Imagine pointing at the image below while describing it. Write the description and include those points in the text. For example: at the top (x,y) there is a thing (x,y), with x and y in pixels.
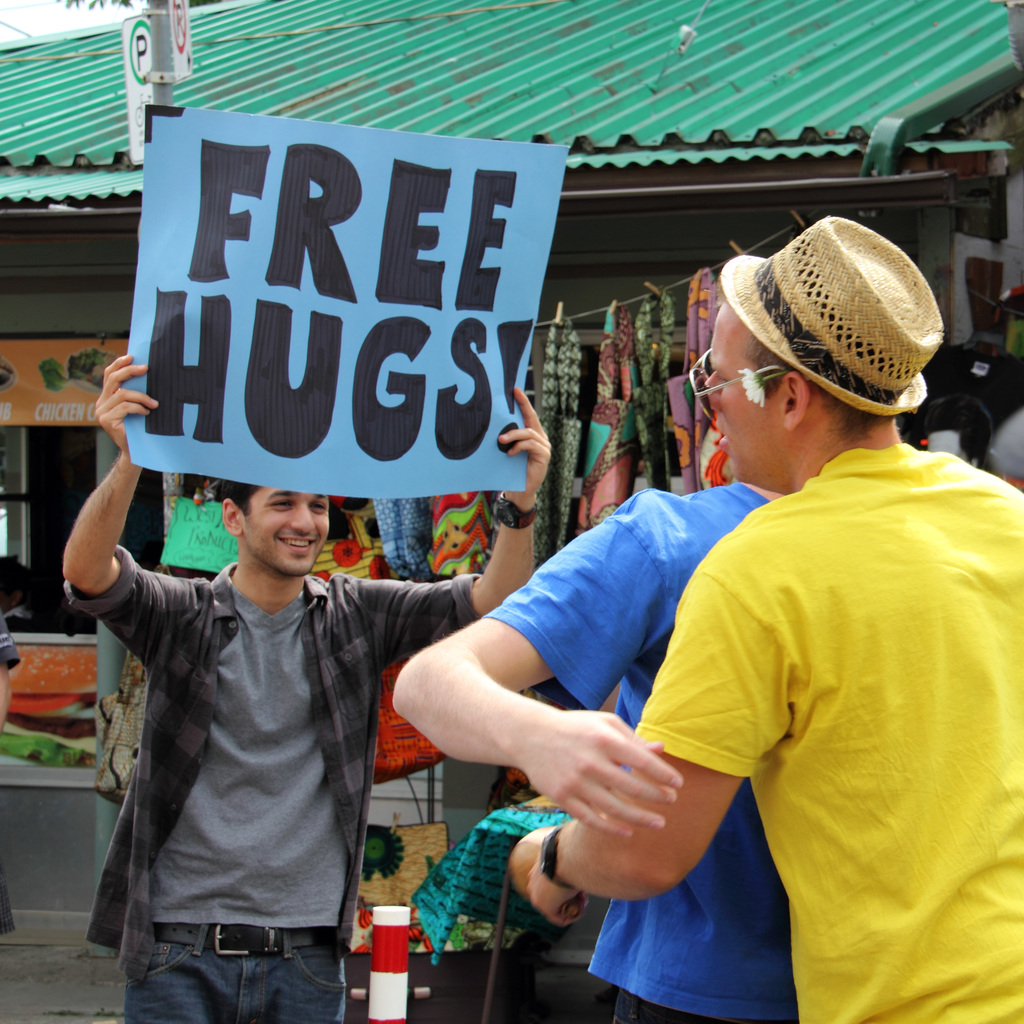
In the foreground of this image (884,794), on the right (874,871), there are two people (725,899) hugging. At the bottom (394,966), it seems like a bollard (392,969). On the left (312,650), there is a man (285,702) standing and holding a poster (232,344). In the background (595,291), there are few bags (628,383), a pole (163,38), a shelter like structure (566,76) and a board (46,391).
